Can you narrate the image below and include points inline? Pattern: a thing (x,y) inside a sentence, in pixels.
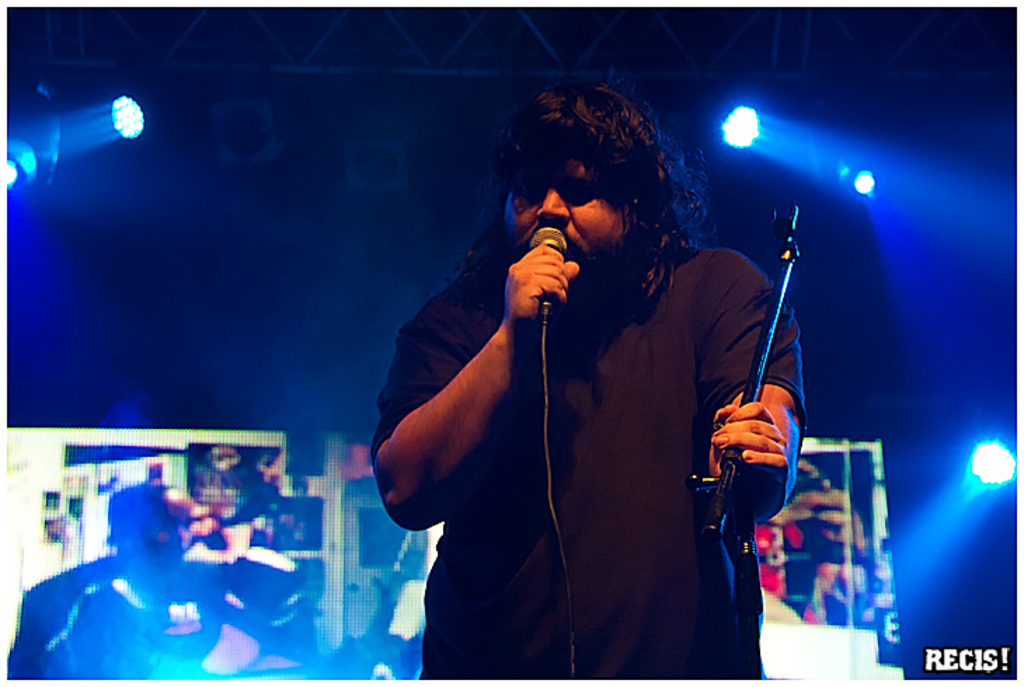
In this picture I can see there is a man (692,646) standing and he is wearing a black shirt (711,284), he has hair (656,267), he is singing holding the microphone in his right hand (531,285) and the microphone stand (745,555) in his left hand (775,438) and in the backdrop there is a screen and there are lights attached to the ceiling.
